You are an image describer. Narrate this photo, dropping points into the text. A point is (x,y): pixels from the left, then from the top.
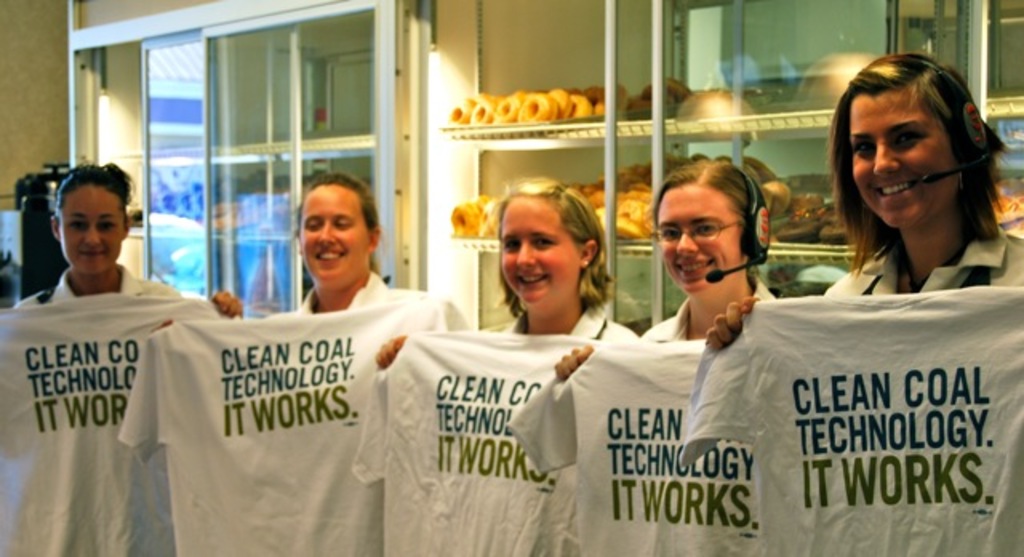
In this image in the center (502,277) there are some people (943,233) who are standing and they are holding some t shirts (149,347), in the background (352,153) there are some cupboards (478,138). In the cupboards (489,129) we could see some doughnuts (508,118) and some food items (803,196), and on the left side (165,131) there is a glass window (165,121) and some objects (41,208).
